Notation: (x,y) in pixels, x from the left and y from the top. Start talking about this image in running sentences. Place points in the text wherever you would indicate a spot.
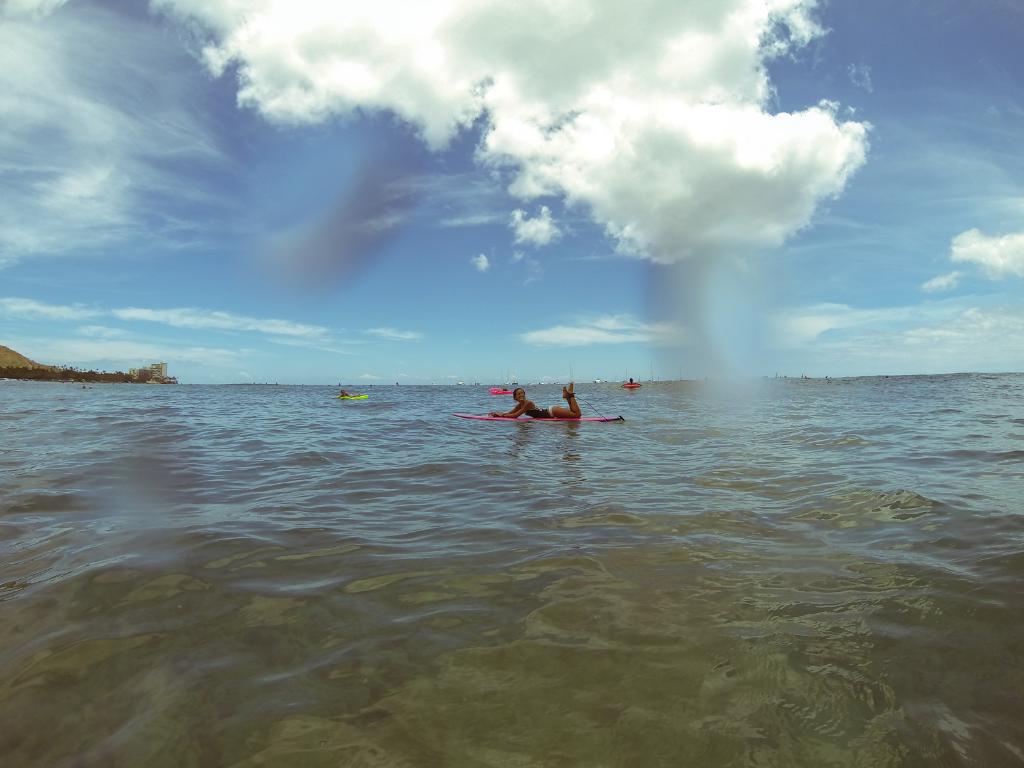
There is water (505,432). On the water (407,450) there is a person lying on the surfboard (514,419). In the background (462,340) there is sky (533,186) with clouds (538,73). Also there are surfboards (346,397) on the water (365,406) in the background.
